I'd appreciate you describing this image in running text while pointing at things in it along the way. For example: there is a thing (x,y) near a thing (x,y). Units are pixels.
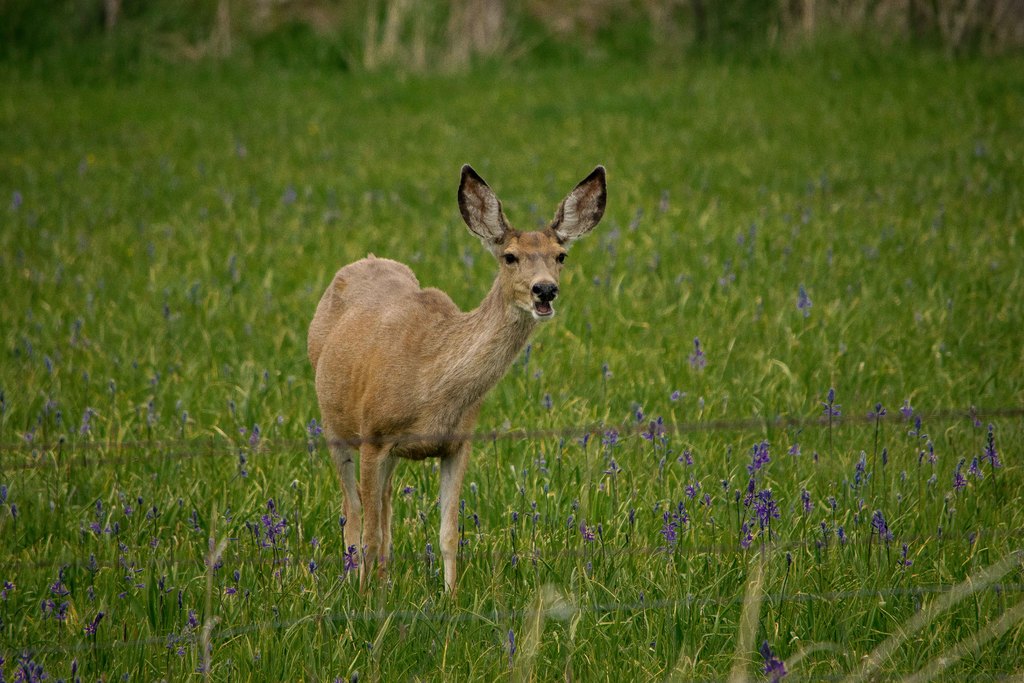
In this image there is a deer (441,433) on a grassland (231,407), in the background (198,307) it is blurred.
